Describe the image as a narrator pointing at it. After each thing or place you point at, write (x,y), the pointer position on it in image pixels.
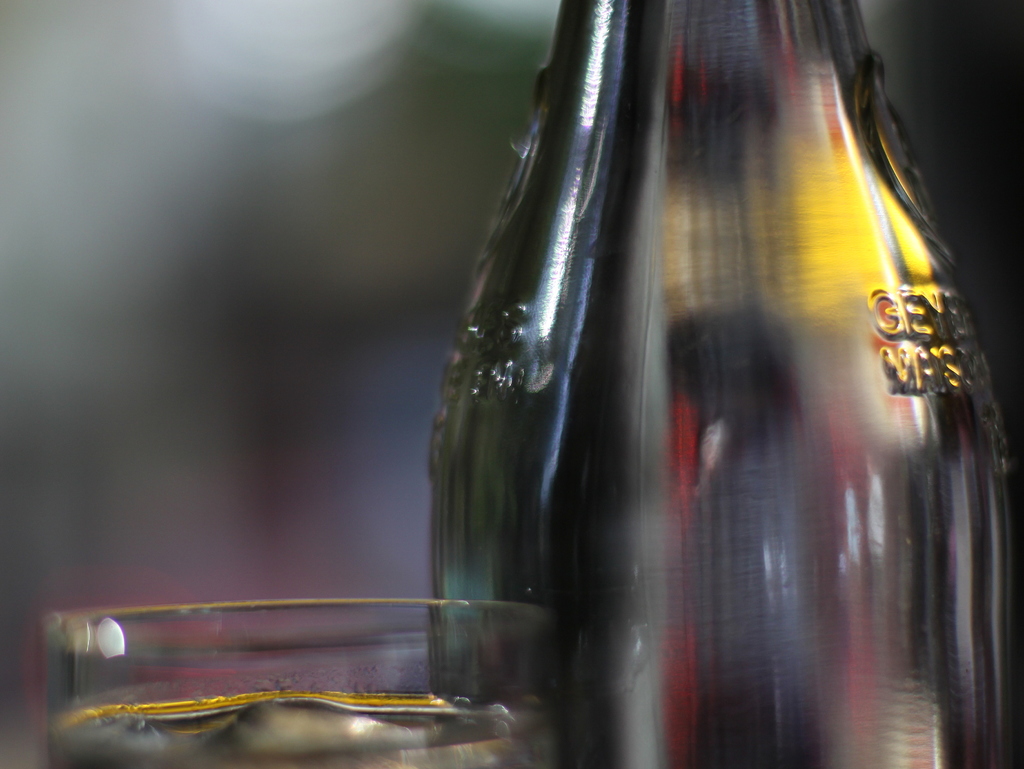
In this picture we can see a glass (170,658) with water (296,702) in it, bottle (544,496) and in the background (362,120) it is blurry.
